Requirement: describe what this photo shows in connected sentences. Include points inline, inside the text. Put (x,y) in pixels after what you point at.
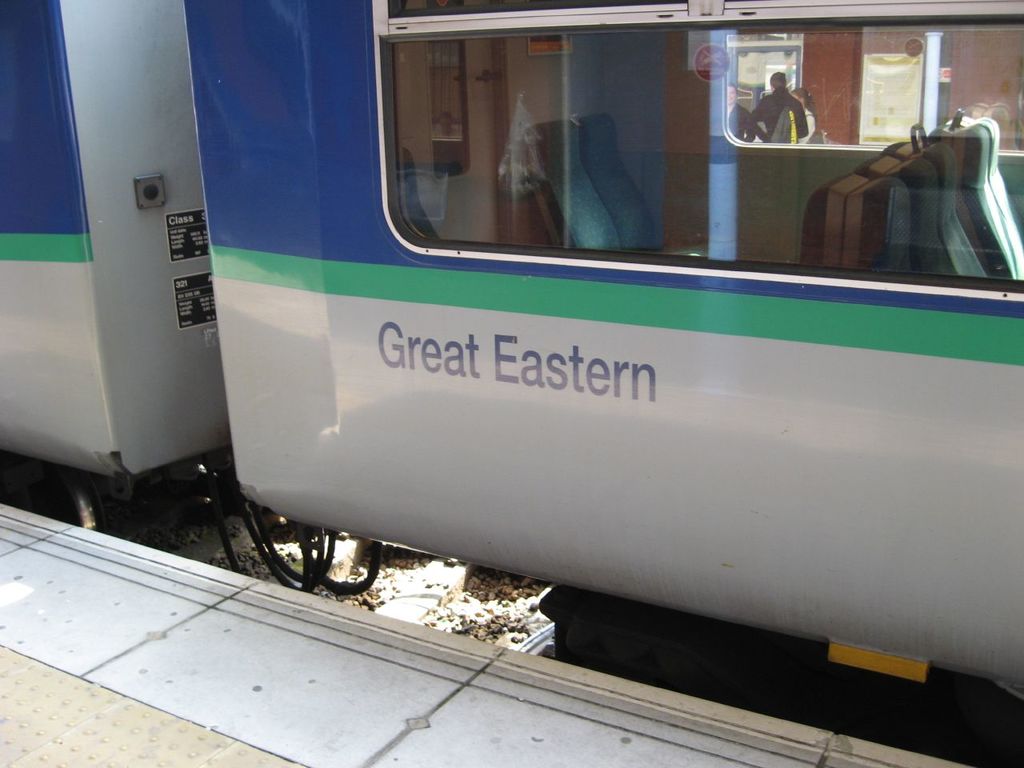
In this image I can see the platform (138,715) which is cream and white in color and a train (358,470) which is green, white and blue in color on the track (434,583). Through the window (607,217) of the train (608,162) I can see few seats (599,169) and few persons (783,88).
